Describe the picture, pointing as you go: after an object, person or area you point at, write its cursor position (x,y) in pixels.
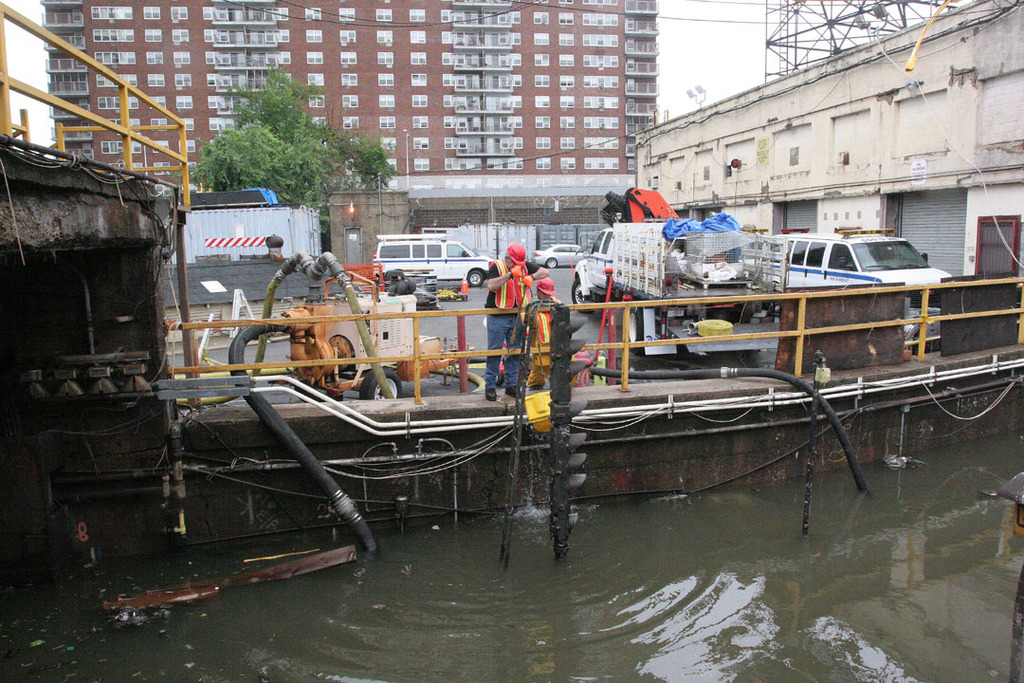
In this image we can see few cars (450,258) on the road (478,293), there are two people (495,290) standing near the fence (418,349), there is a vehicle (381,320) with pipes (364,338) and there is a traffic light (557,457) in the water (656,551) and in the background (283,143) there is a tree (270,151) and a building (465,71) and on the right side (869,149) there is a building (946,192) with shutters (794,216) and a tower (827,22) on the building (806,213).
